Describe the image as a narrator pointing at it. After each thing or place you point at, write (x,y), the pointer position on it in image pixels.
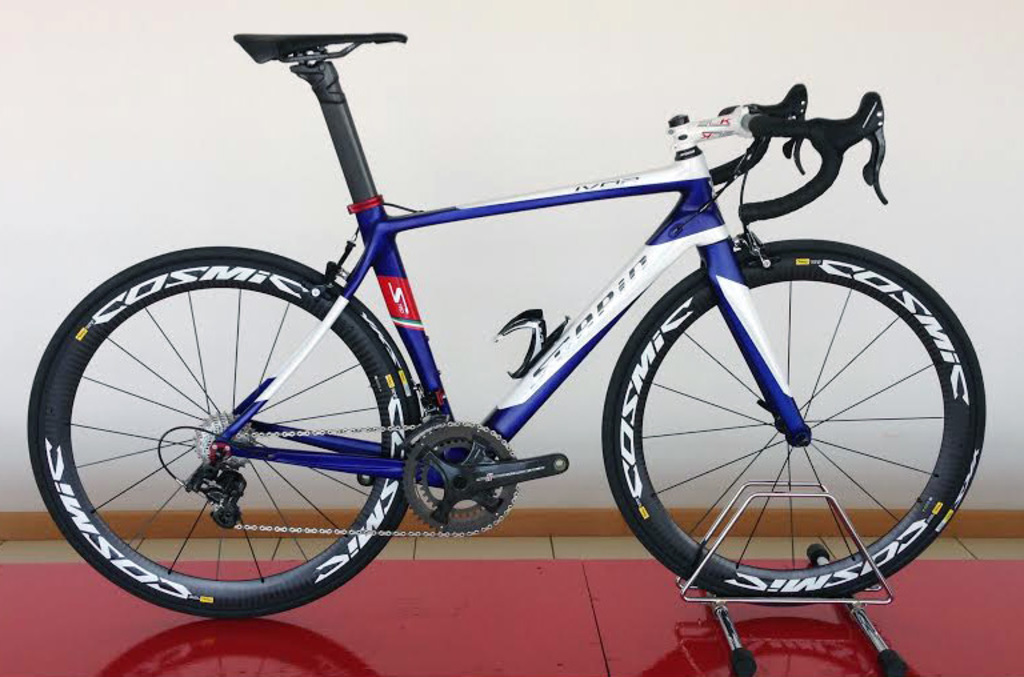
In this image we can see a bicycle (568,192) placed on the floor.
